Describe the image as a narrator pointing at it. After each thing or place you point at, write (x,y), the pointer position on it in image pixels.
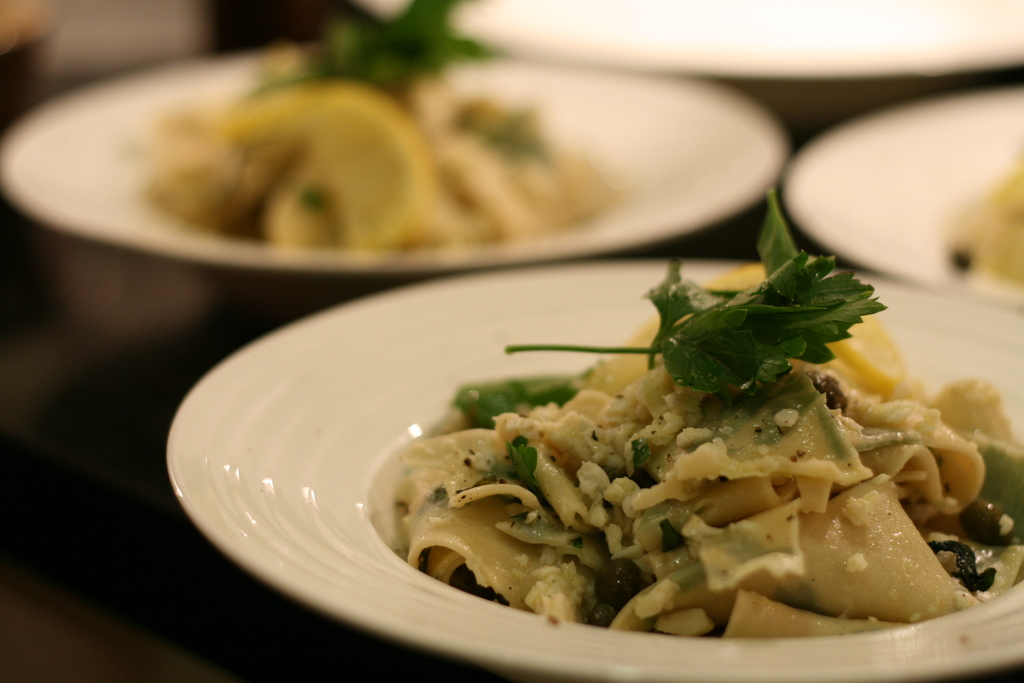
In this image we can see the plates (980,131) on the table (160,473). Here we can see the dish (651,352) on the plate (464,304).
